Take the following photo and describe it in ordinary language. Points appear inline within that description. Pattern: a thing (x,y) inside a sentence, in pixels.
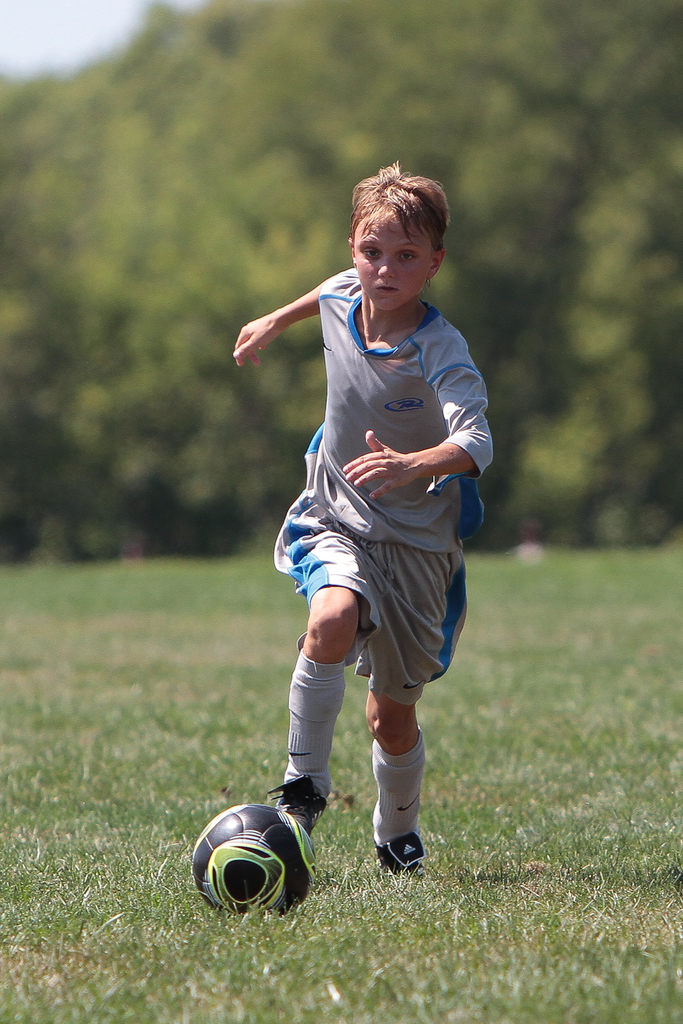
This picture might be taken inside a playground (638,910). In this image, in the middle (426,379), we can see a boy (433,392) running, at the bottom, we can see a ball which is placed on the land (361,895). In the background (652,152), we can see some trees (18,140). At the top (42,20), we can see a sky (90,32).
